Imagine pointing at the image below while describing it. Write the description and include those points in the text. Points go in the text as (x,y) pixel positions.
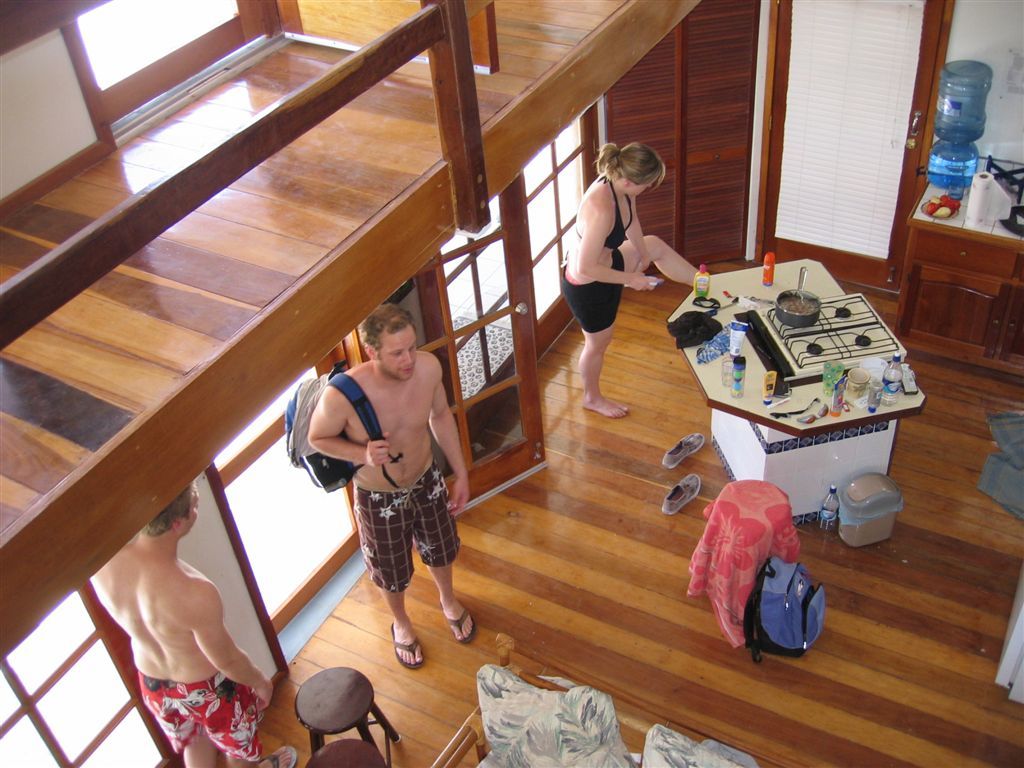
These three persons (464,499) are standing and this person (361,462) wear bag (297,434). We can see bottles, bowl (802,310), spoon (803,272) and things (846,336) on the table (831,452) and we can see water bottle (946,170), fruits (937,213), tissue (984,213) on the furniture (991,269). We can see bag (791,595), bottle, shoes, tables (327,725) on the floor (701,659). On the background (460,317) we can see glass door (548,307). We can see pillows (563,735).
